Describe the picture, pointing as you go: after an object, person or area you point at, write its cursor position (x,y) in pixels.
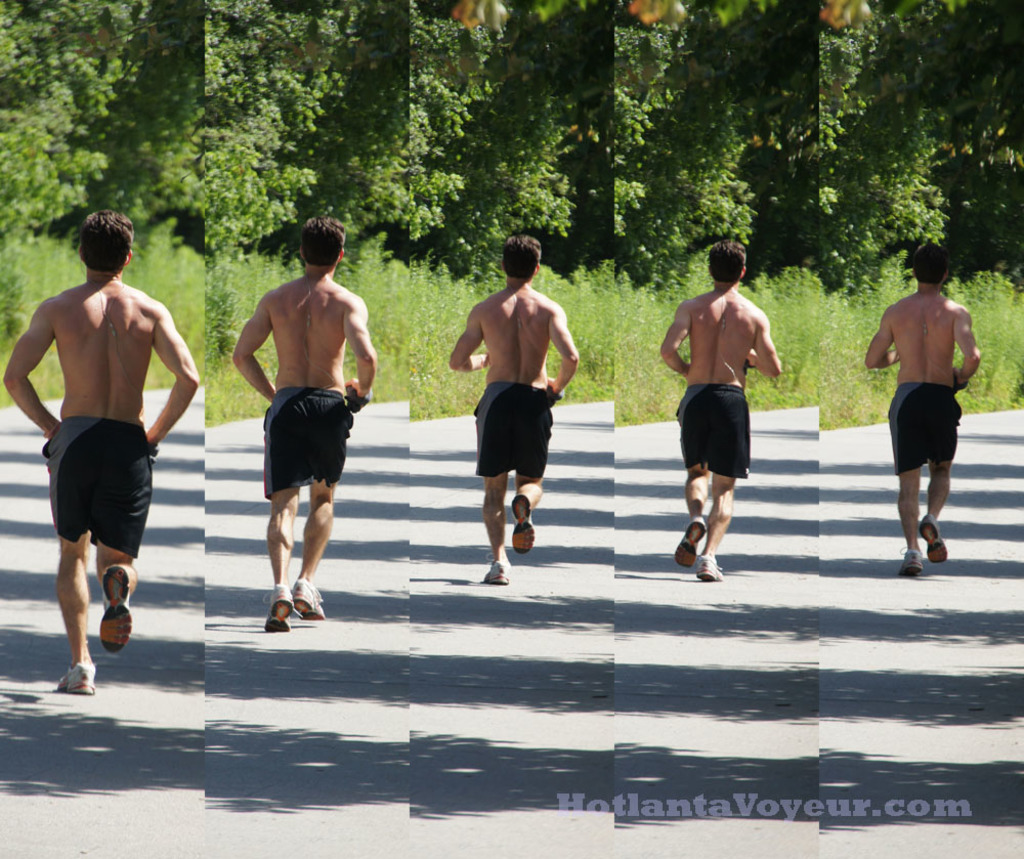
In the image I can see the collage of five pictures in which there is the picture of a person (500,449) who is wearing the short (135,493) and running and also I can see some trees (147,179) and plants (210,273).
